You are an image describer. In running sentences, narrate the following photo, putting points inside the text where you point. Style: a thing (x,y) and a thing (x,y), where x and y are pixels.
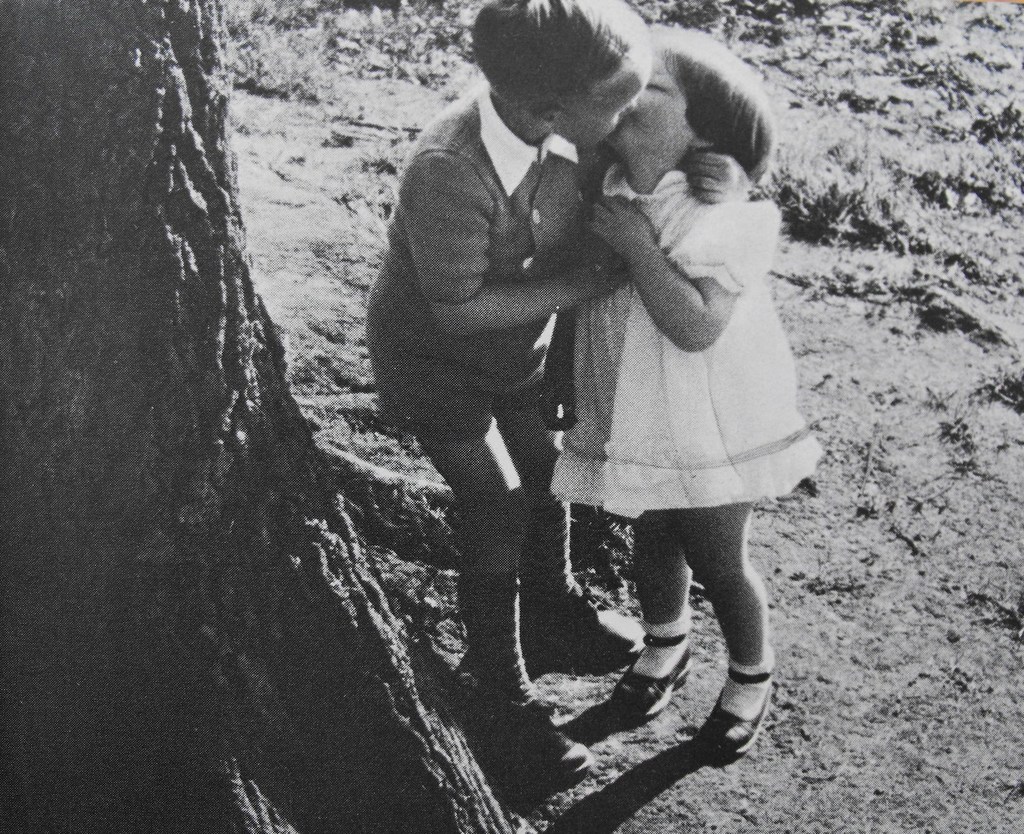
In this image I can see two children (507,382) with dresses (670,384). To the left (75,318) can see the trunk (138,271). And this is a black and white image.
